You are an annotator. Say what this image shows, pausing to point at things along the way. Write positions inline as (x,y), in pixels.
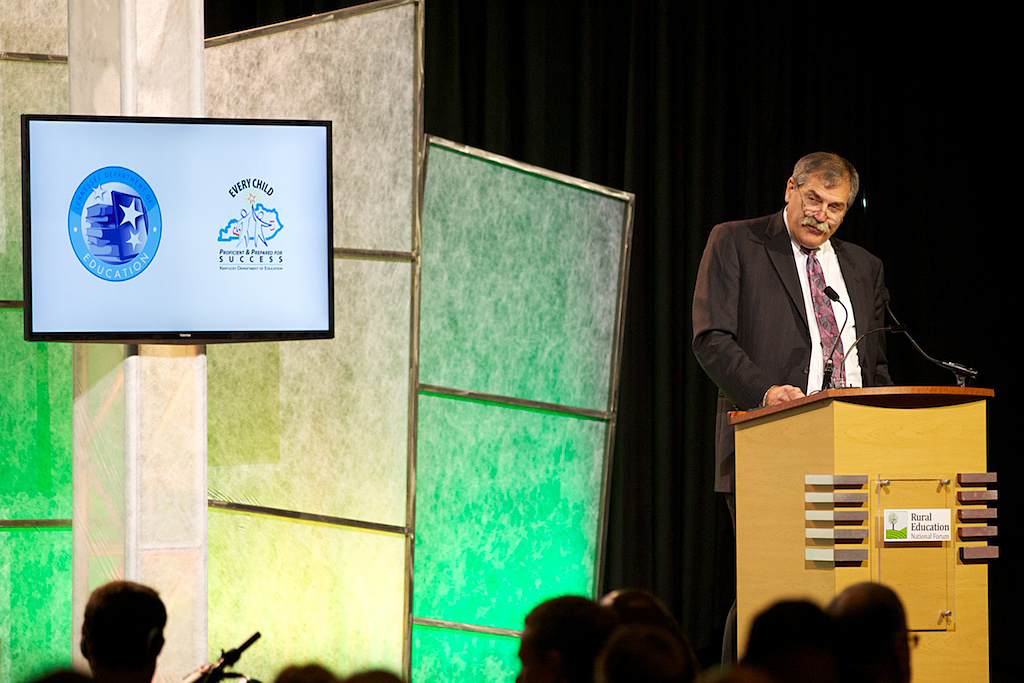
In this picture we can see a man (835,231) wearing spectacles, white shirt (835,274), tie (820,278) and a blazer (769,289) standing near to a podium (894,434). This is a screen (242,326).
